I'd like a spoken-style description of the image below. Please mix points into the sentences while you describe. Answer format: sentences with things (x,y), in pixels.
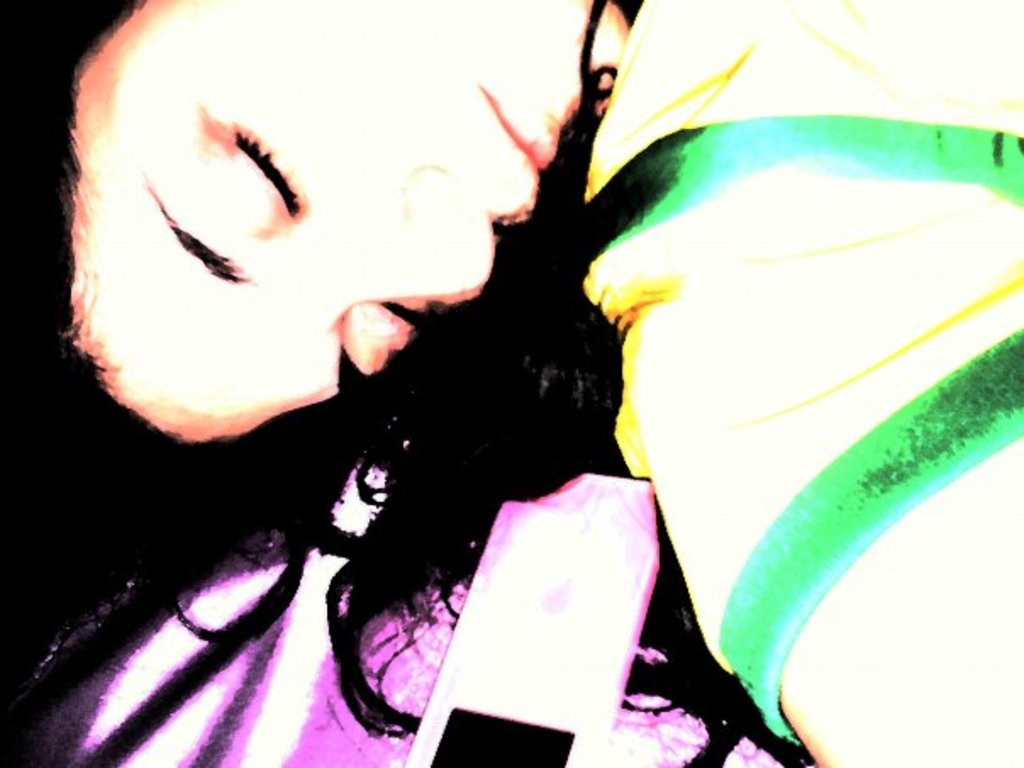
In this image we can see a person (539,387) and mobile (529,596).
